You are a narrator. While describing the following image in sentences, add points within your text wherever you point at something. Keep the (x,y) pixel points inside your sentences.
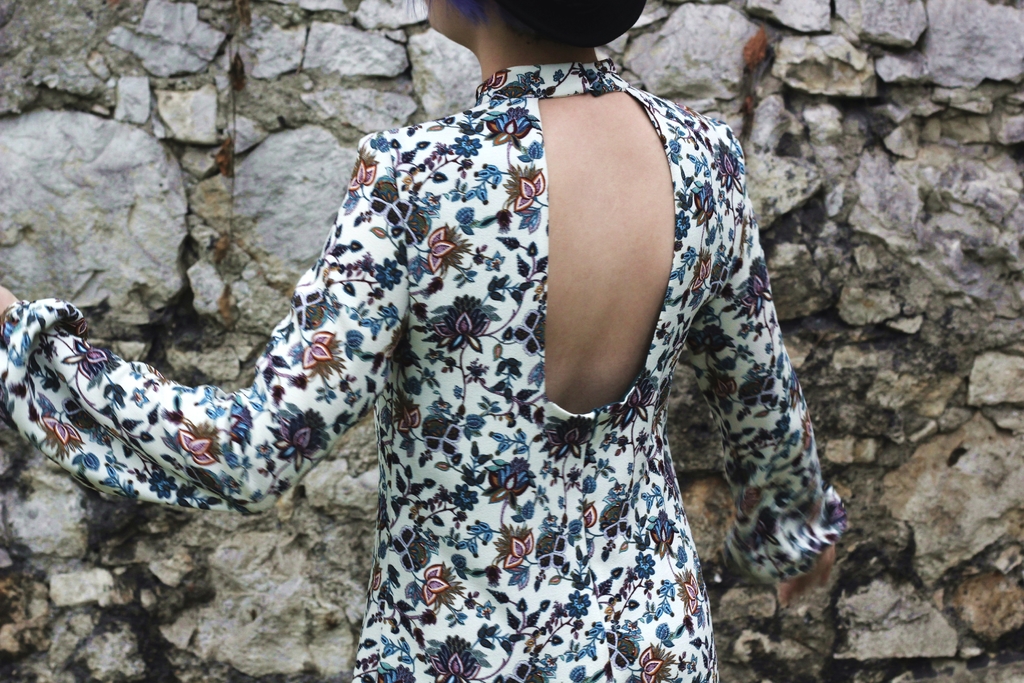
In this picture I can observe a woman (471,448) wearing white and blue color dress (463,444). In front of her there is a stone wall (213,604).
